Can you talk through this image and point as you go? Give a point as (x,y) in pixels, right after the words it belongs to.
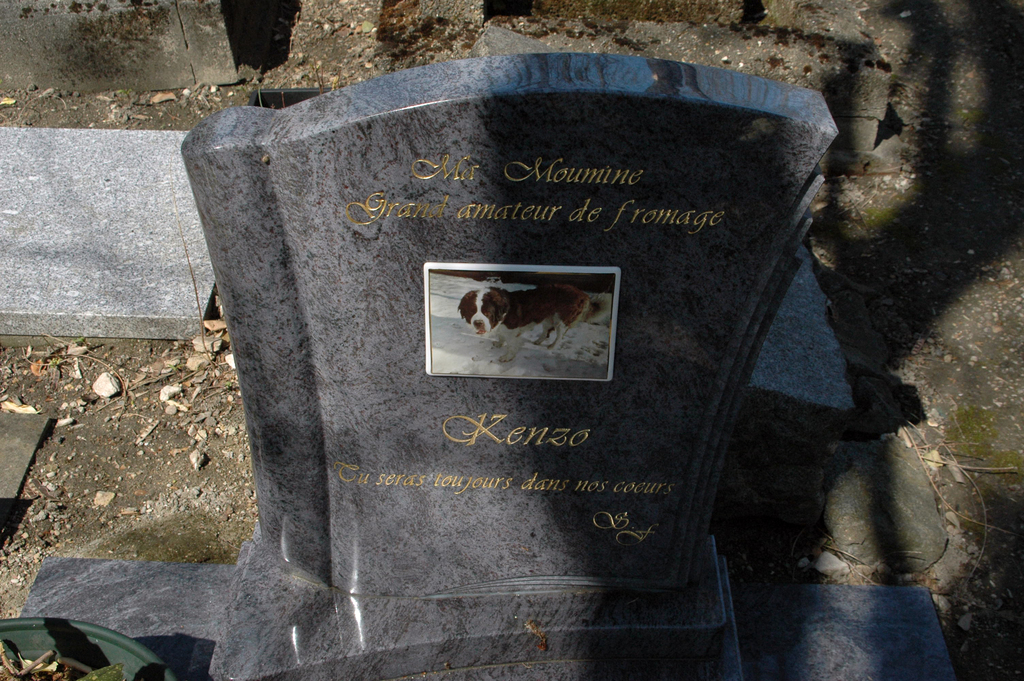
In this image I can see a graveyard (498,435) with some text (661,214) written on it.
